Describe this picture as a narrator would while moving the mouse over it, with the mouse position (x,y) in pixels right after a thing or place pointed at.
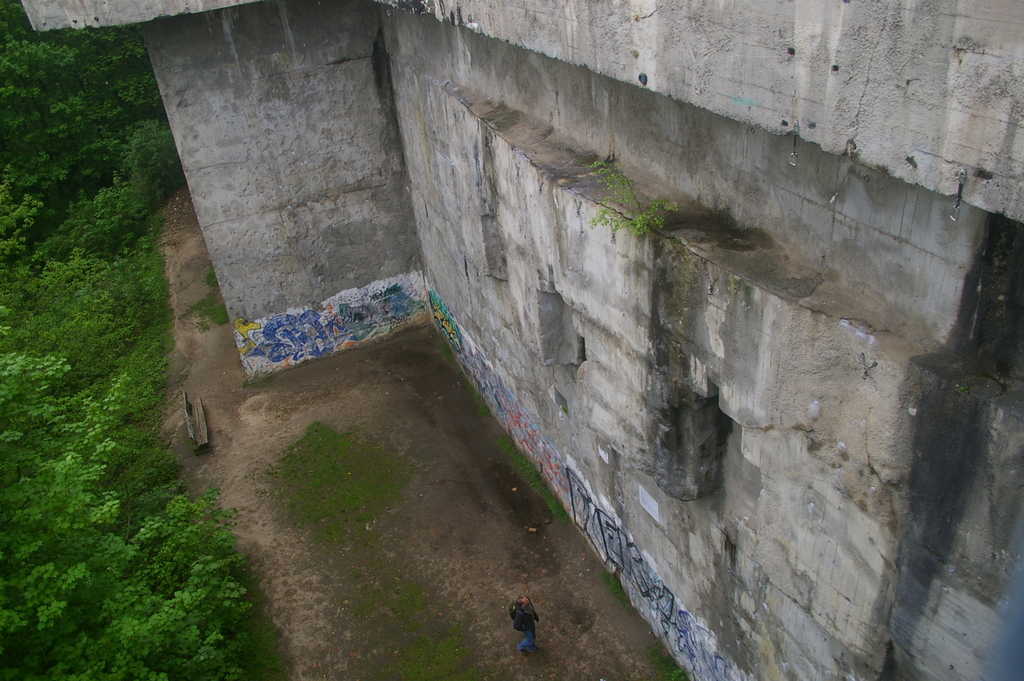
In this image, I can see a wall (637,369). At the bottom of the image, there is a person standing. I can see a bench (204,441) and the trees (67,438).
